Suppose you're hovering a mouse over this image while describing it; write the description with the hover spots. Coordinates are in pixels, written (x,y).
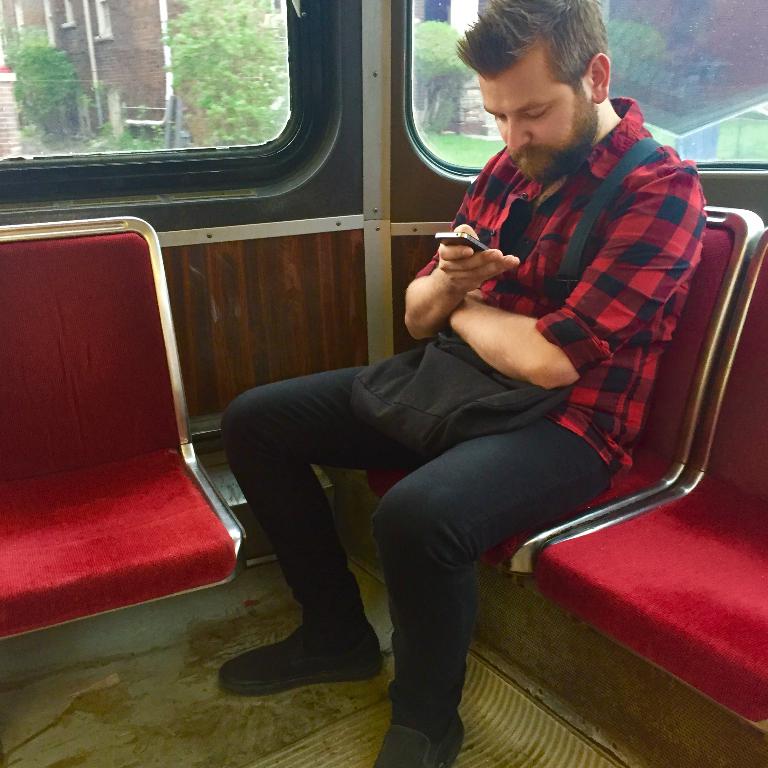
In this image the man (551,457) is sitting on the chair (666,495). He is wearing a bag (457,340) at the back side (234,75) there are trees (234,72) and a building (139,63).
